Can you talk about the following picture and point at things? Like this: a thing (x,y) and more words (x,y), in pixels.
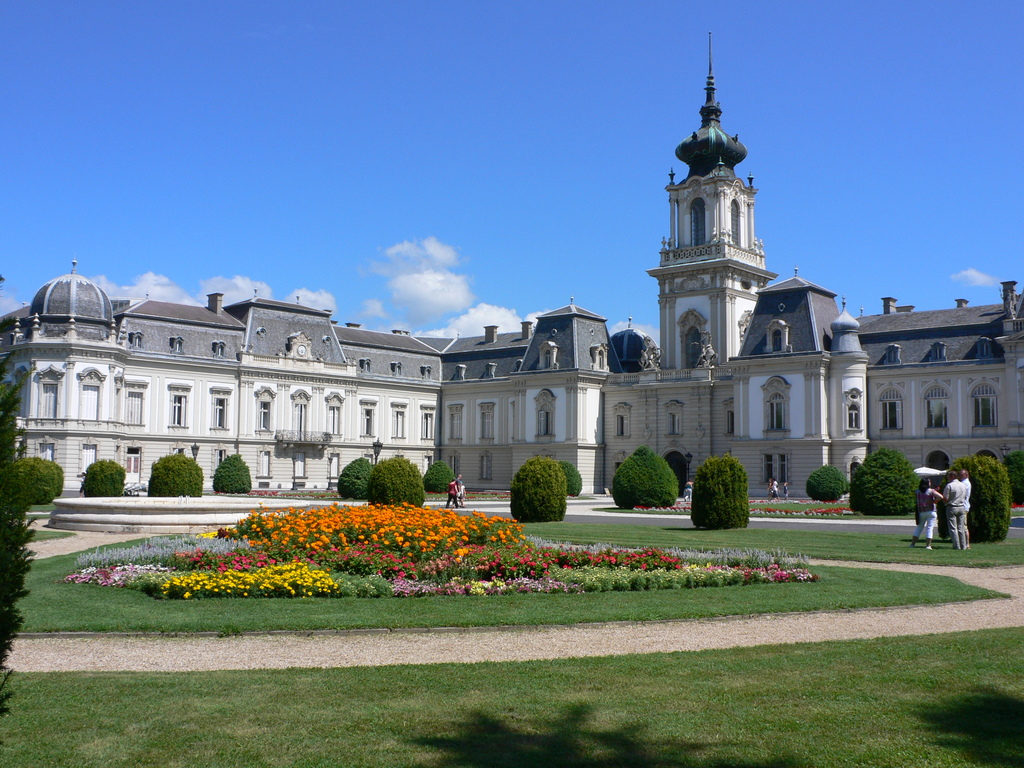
In the center of the image (649,413) we can see the sky (828,95), clouds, one building (771,376), windows (893,403), trees (660,499), plants (433,530), flowers (432,548), grass (503,673) and a few people (952,482).
